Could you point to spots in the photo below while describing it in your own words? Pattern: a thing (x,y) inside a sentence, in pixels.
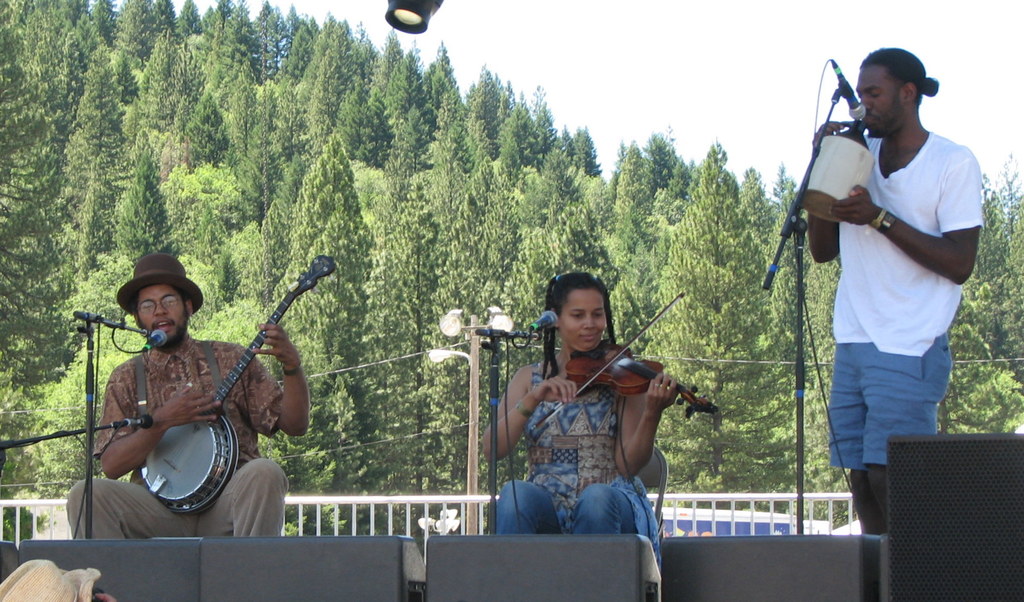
This image is taken in outdoors. There is a sky (621,78), there are many trees (351,180) in this image. In the left side of the image (184,395) there is a man (197,406) wearing hat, holding a musical instrument (223,448) singing in mic (162,341). In the middle of the image (569,349) there is a woman (652,394) holding violin (683,399) in her hand (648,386) sitting on a chair (661,476). In the right side of the image (911,309) there is a man (903,249) standing in front of mic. In the right side of the image (906,495) there is a speaker box (976,510). In the middle (452,326) there is a street light (468,333).
